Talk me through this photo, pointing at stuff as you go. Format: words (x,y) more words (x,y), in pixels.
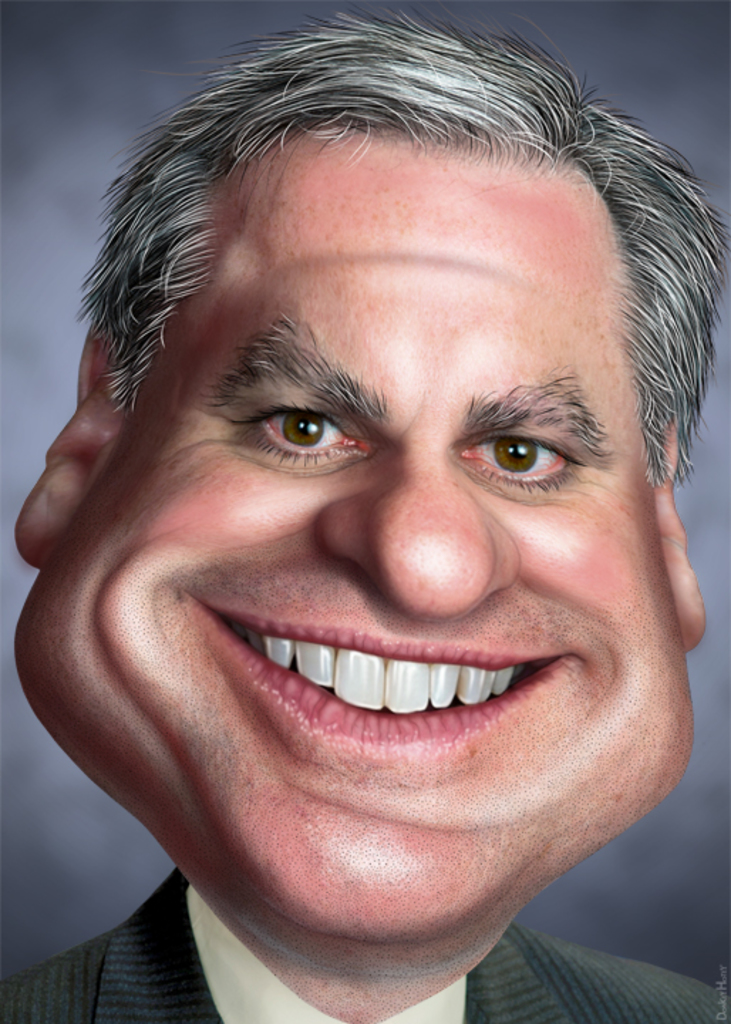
This is an edited image. I can see a man (298,857) smiling. There is a blurred background (51,152).
